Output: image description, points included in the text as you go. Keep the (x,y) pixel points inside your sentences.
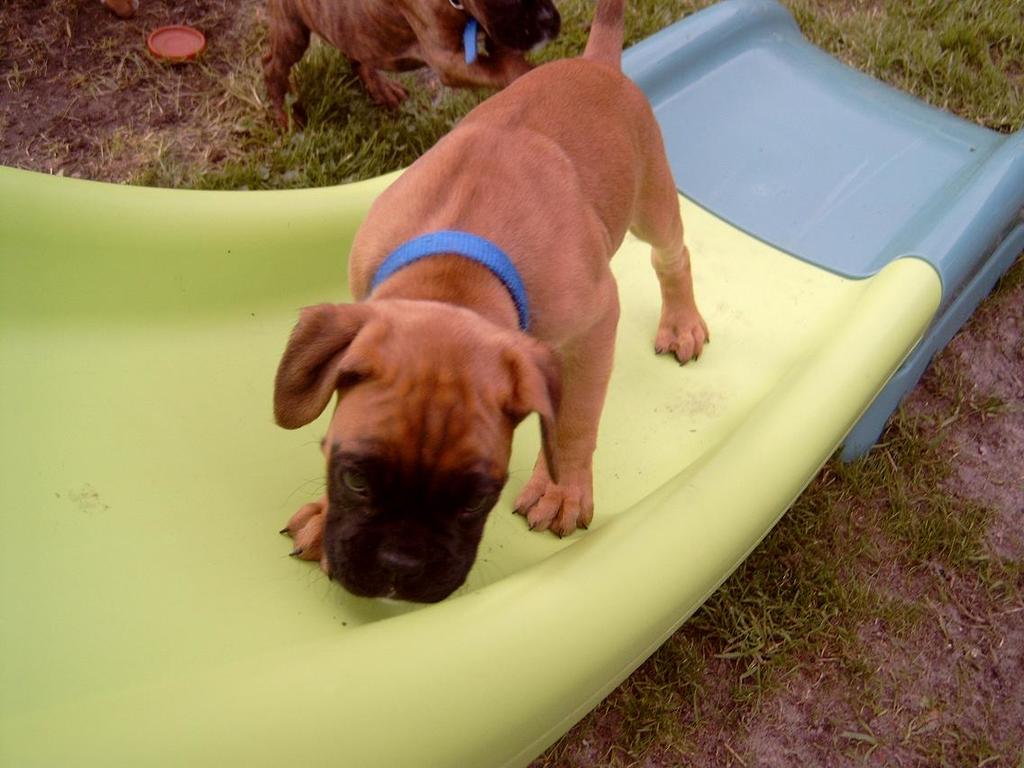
In this picture we can see a dog (393,343) on the slide (309,572). At the top of the image (309,31), there is an object (161,43) and another dog (365,48) on the grass (152,60).
